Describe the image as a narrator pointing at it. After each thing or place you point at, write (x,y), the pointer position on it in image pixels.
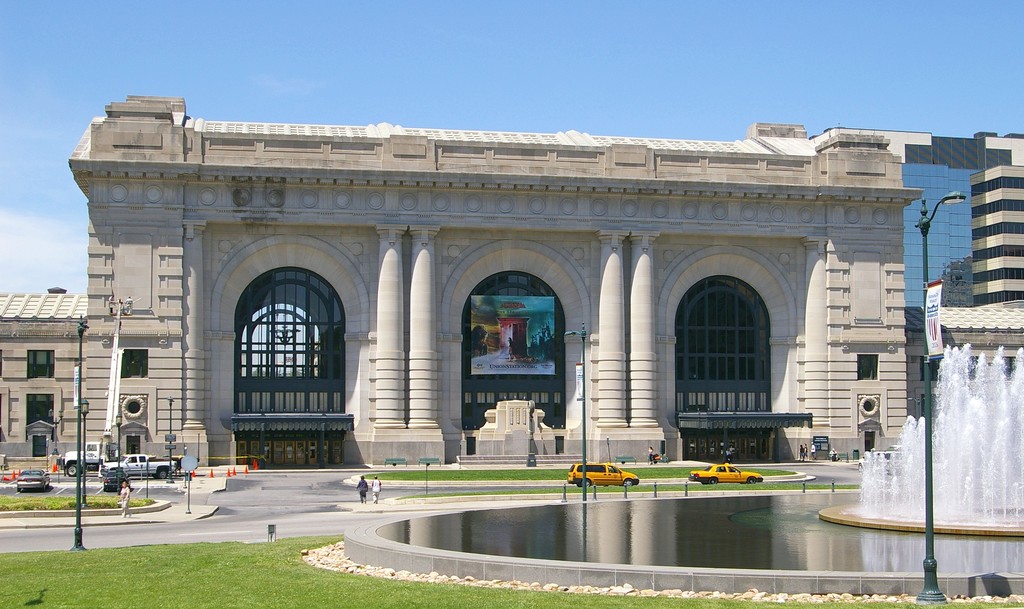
This is an outside view. In the middle of the image (397,267) there is a building (455,362) along with the pillars (424,334) and windows (333,351). In front of this building (303,370) there many vehicles (100,471), poles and people (376,495). At the bottom (165,592), I can see the grass (239,577). On the right side (990,458) there is a fountain (900,495). At the top of the image (377,78) I can see the sky (490,64) in blue color.
